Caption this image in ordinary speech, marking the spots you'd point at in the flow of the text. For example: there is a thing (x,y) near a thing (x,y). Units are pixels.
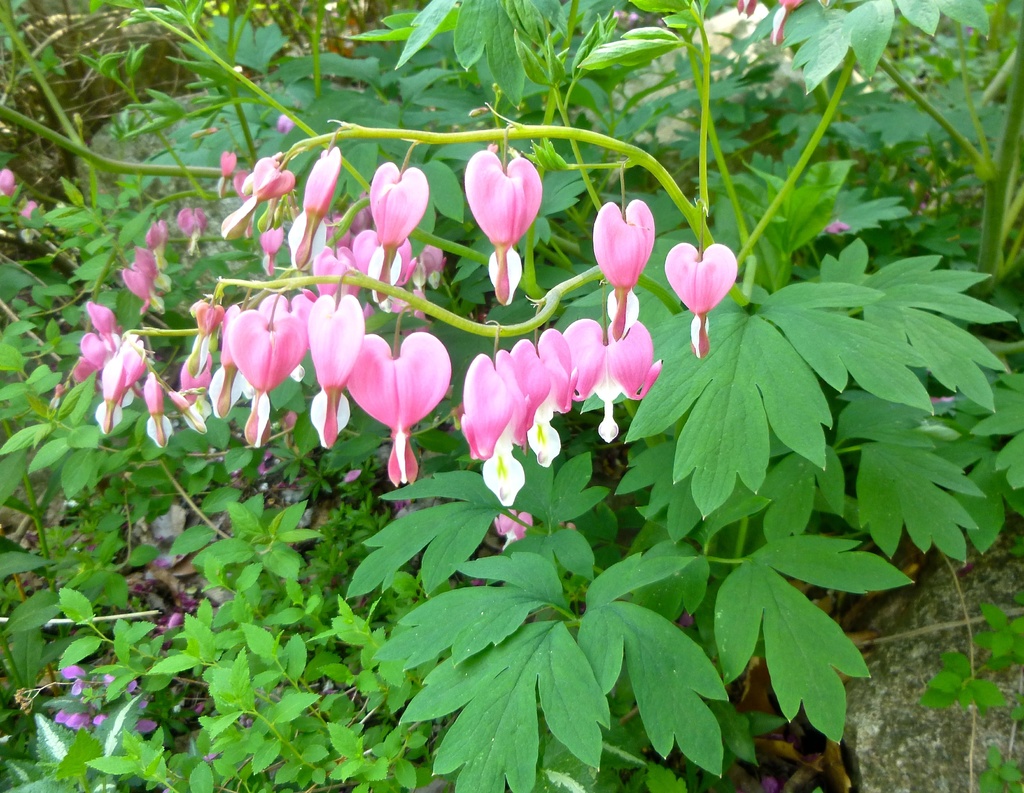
In this image we can see some flowers (321,223), plants (171,495), also we can see a rock (893,736).
